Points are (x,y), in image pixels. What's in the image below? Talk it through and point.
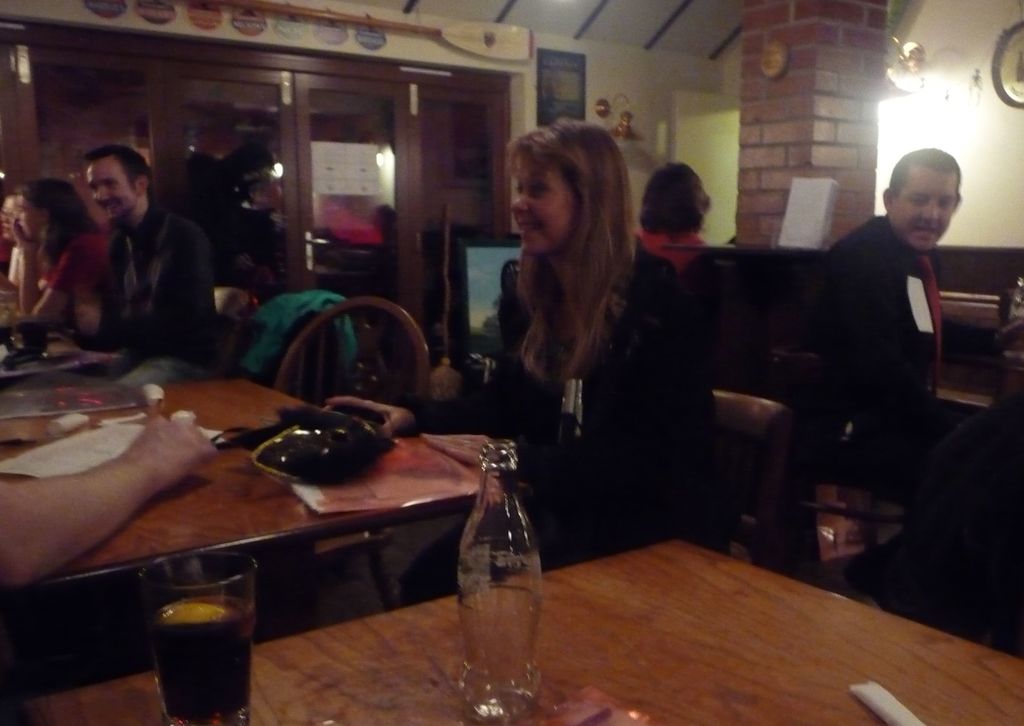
In this picture we can see a group of people (70,215) sitting on chairs (773,441) and in front of them there is table (765,613) and on table (141,560) we can see bottle (464,568), glass (209,601) with drink (171,682) in it, paper (75,458) and in background (832,131) we can see pillar (826,142), clock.
